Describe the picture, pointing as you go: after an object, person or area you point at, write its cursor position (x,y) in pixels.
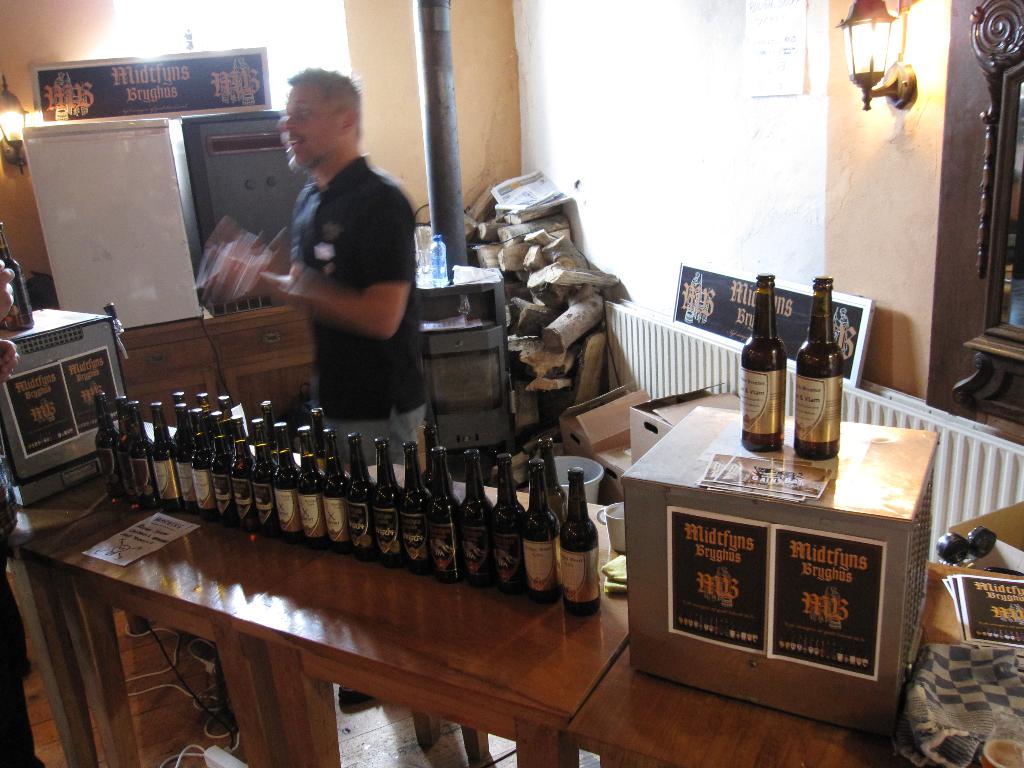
In this image I see a man (392,438) and in front of him there is a table (626,627) and there are lot of bottles (116,472) and boxes (639,499) on it. In the background (586,13) I see the wall (604,209), light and few things (602,282) over here.
